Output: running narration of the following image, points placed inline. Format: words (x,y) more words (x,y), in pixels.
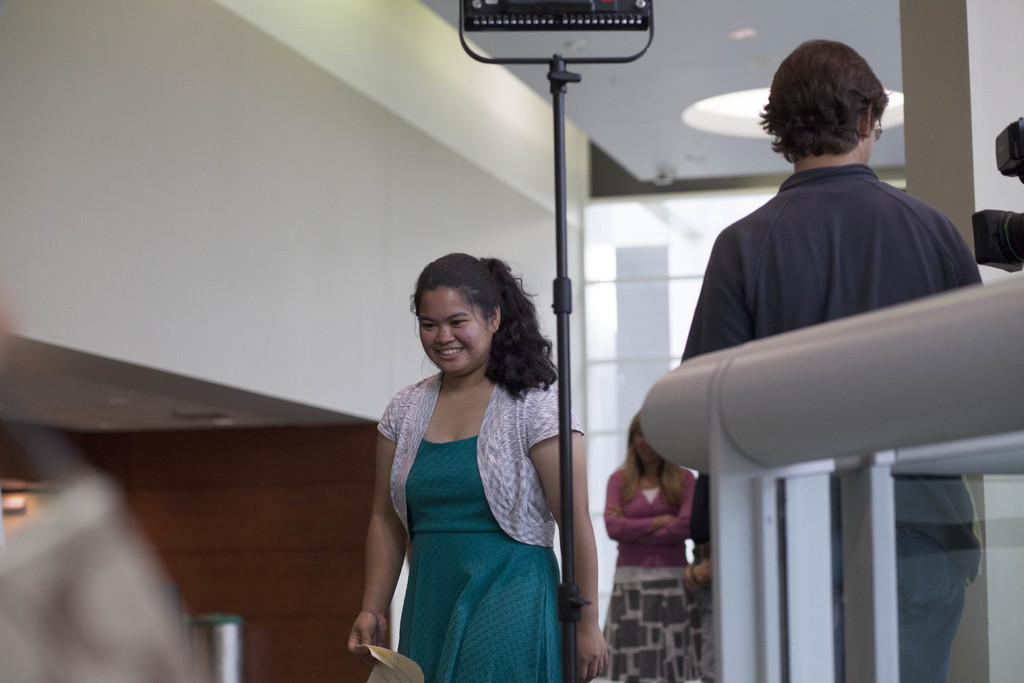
In this image we can see a group of people (544,345) standing. In that a woman (532,377) is holding a paper (395,659). We can also see a light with a stand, a camera (1002,242), poles (728,376) of a fence (901,514), a wall (383,351) and a roof (613,120) with some ceiling lights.
